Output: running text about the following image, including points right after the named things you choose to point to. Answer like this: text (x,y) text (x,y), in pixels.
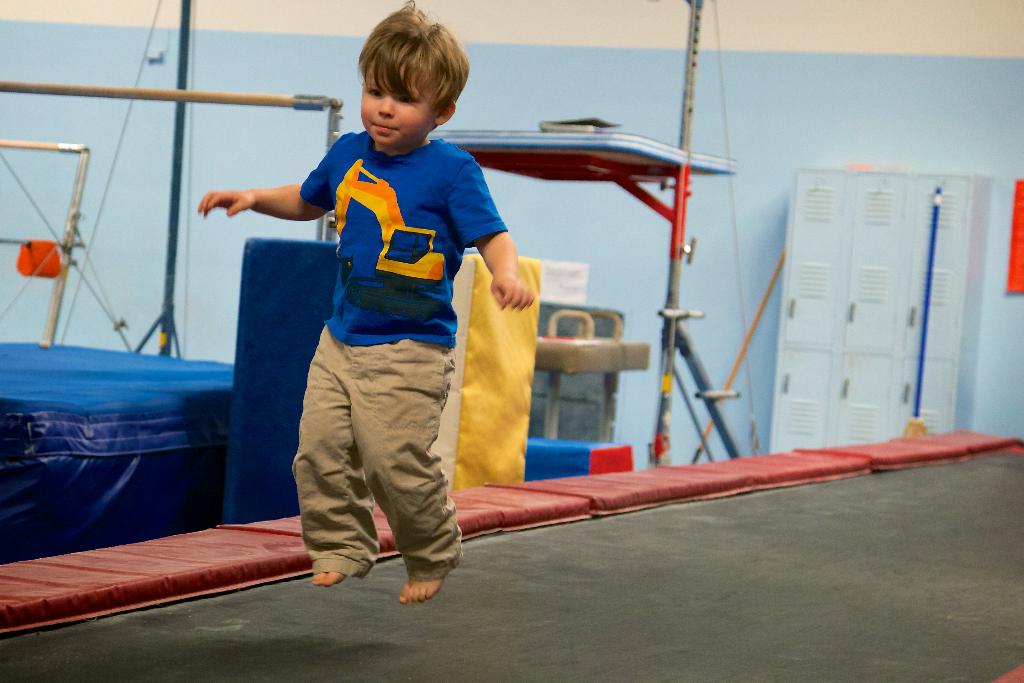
In the center of the image (382,292) there is a boy (311,369) in the air. In the background (593,257) we can see cupboards (870,214), poles (931,270), wires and wall (198,58).
